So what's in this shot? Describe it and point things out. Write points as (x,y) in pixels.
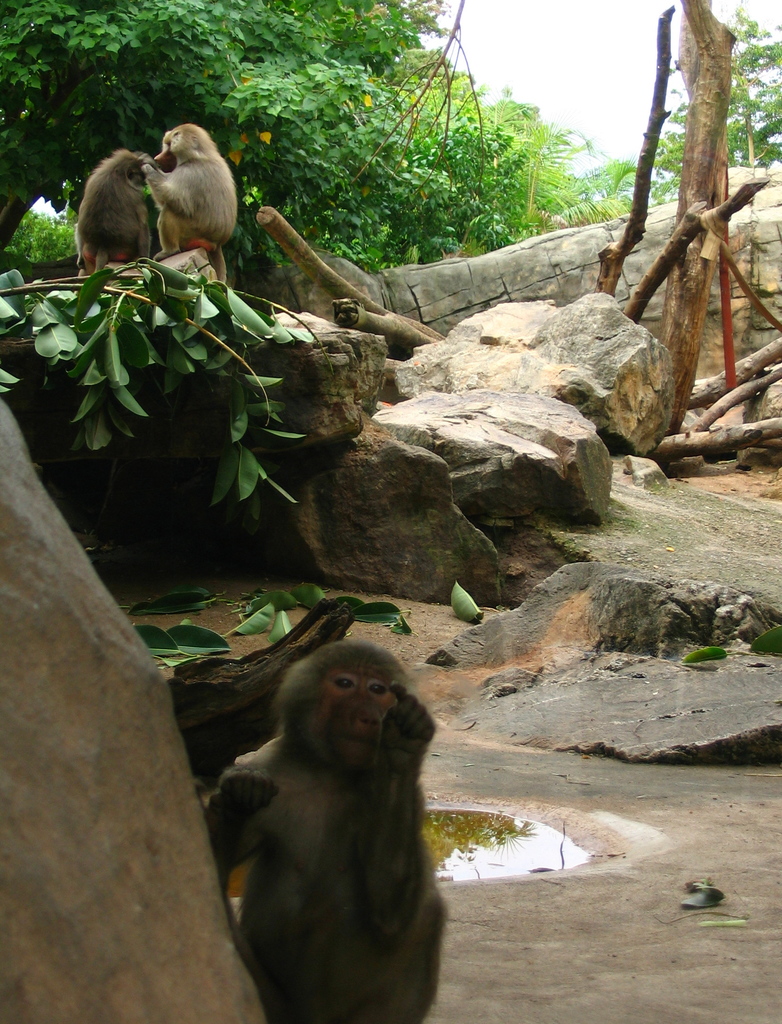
In this image we can see some monkeys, the rocks (526,673), some branches (210,365) of a plant (208,359), some leaves (267,594) on the ground (507,902), some water (474,879), a group of trees (319,184), some wooden logs (688,228) and the sky (531,101).
